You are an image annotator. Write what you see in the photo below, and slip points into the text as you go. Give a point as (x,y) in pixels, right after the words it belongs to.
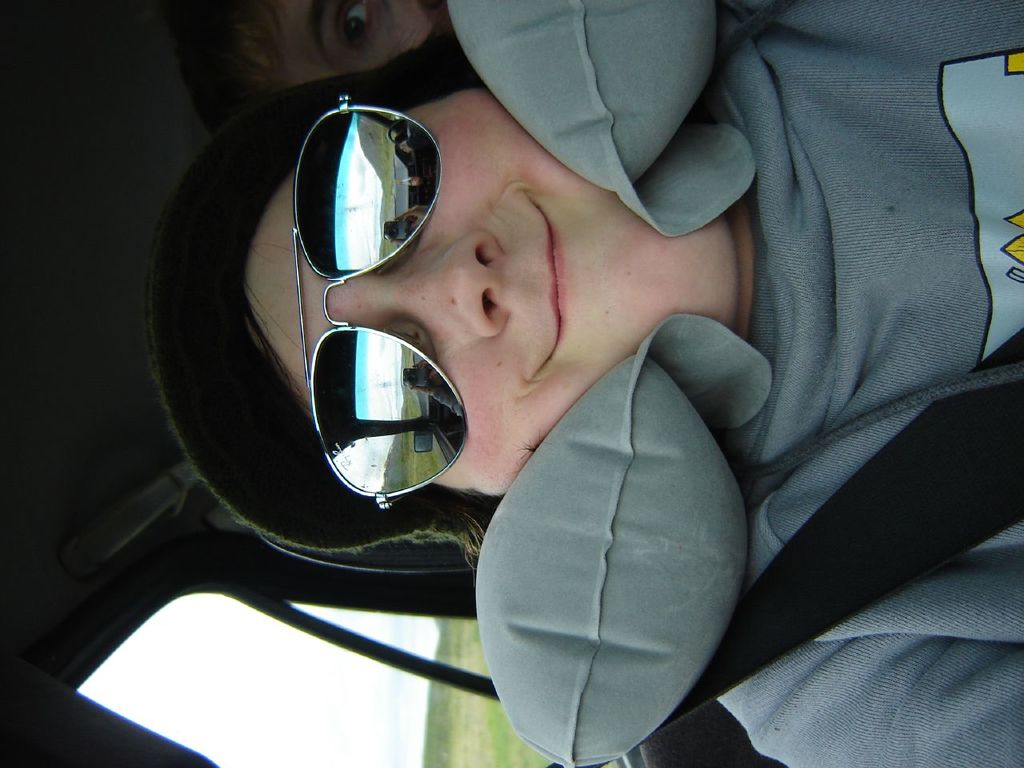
In this image there is a man (818,213) sitting in a car (919,524) wearing, glasses (331,325) and a hat (380,67), in the background (344,71) there is a man (275,56).
